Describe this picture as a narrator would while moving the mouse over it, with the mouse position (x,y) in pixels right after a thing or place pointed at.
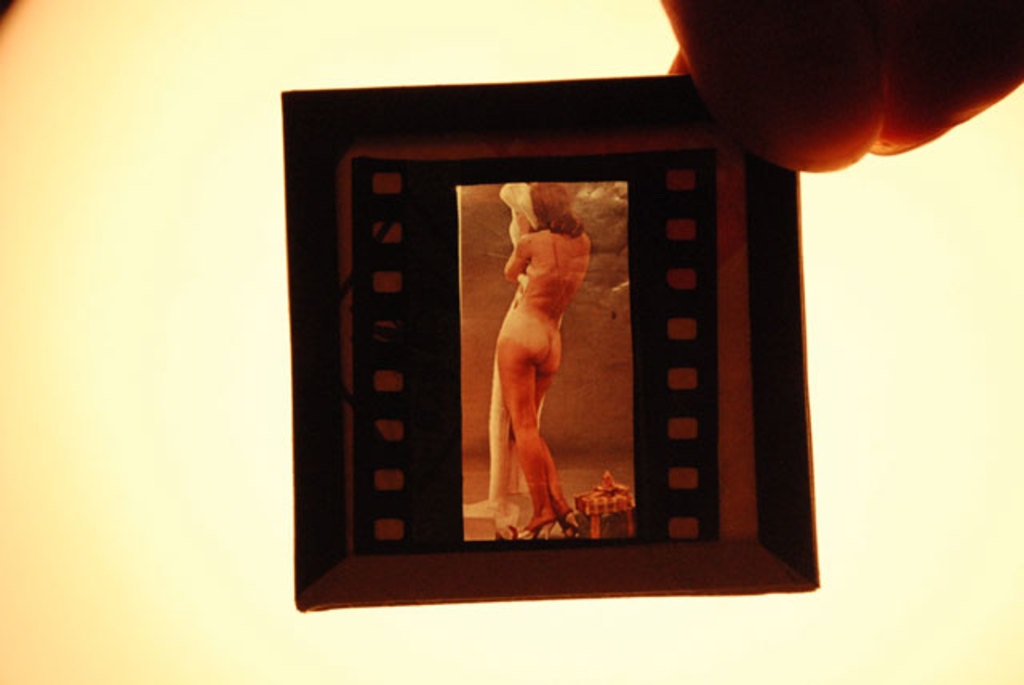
In this image, we can see a person (726,108) holding a photo reel (613,376) and there is an image (507,317) of a lady (536,360) holding a cloth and some other objects (601,492). In the background (56,500), there is a wall (55,363).
